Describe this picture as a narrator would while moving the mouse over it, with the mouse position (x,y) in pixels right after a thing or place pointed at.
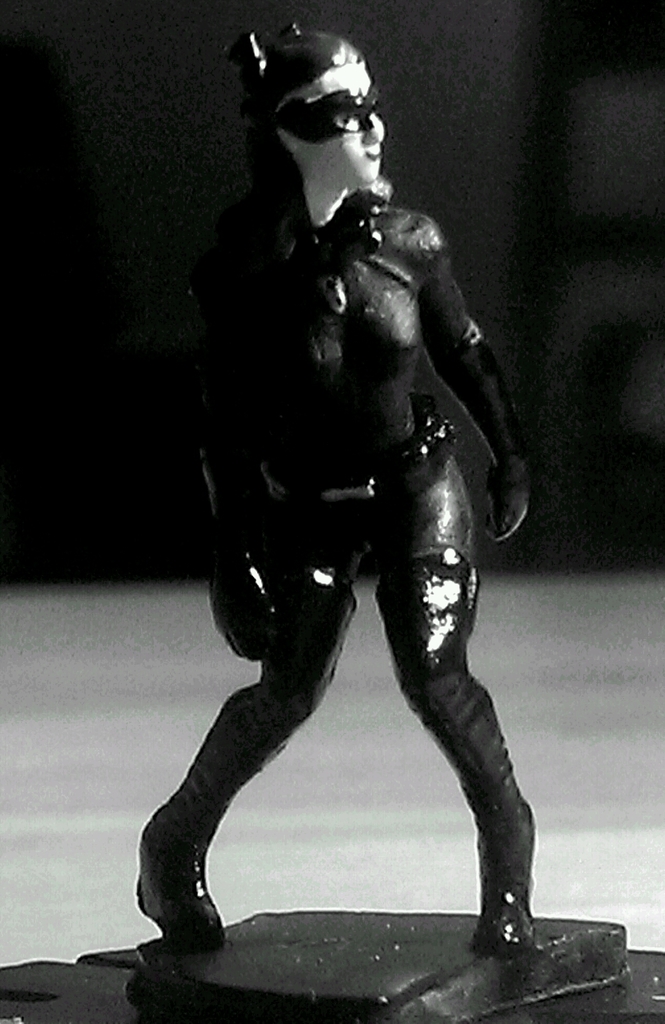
In the foreground of this picture (330,421), there is a black color woman toy (340,416) on a white surface (96,718) and the background (94,118) is dark.
